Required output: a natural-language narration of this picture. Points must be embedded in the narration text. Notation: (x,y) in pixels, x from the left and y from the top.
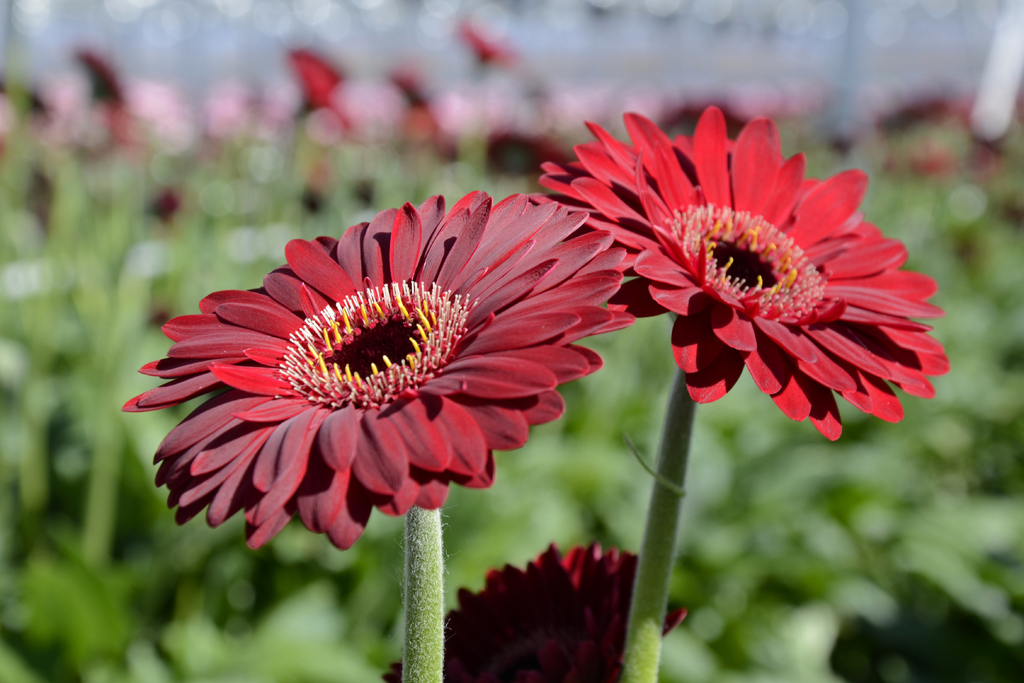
In the middle of the image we can see some flowers (167,474). Background of the image (736,4) is blur.
